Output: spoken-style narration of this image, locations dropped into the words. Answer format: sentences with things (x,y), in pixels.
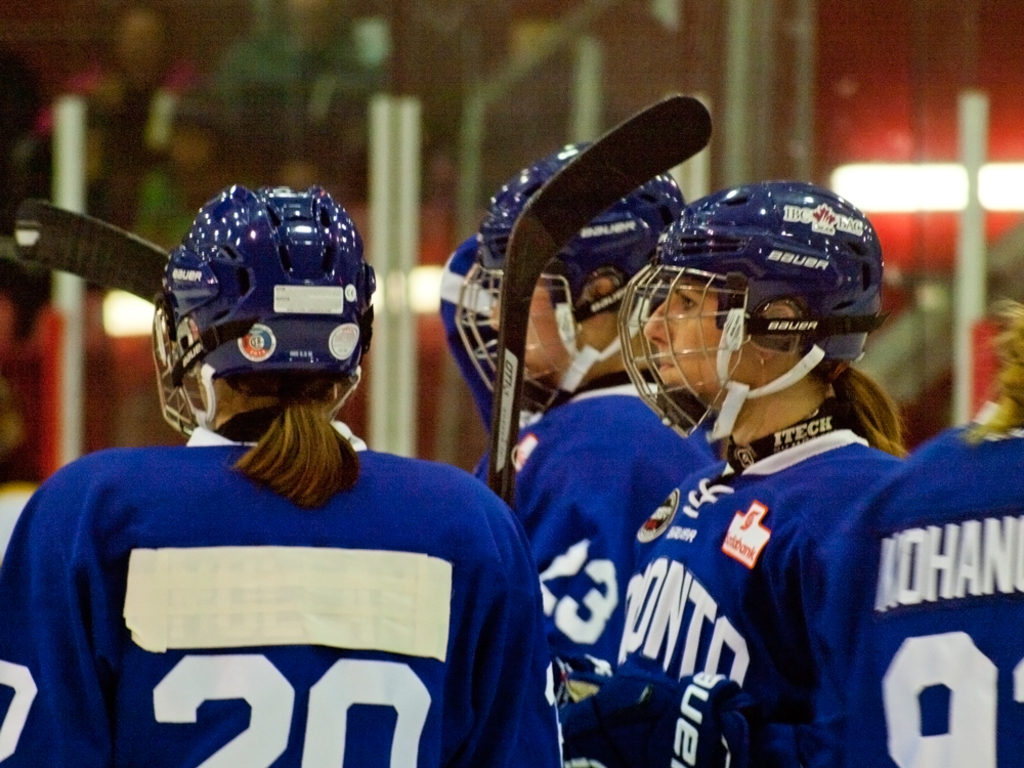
In this image there are few persons (615,570) wearing blue dress (602,632) and helmet (363,313). Few are holding sticks (135,239). In the background (128,207) there are people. The background (580,96) is blurry.
